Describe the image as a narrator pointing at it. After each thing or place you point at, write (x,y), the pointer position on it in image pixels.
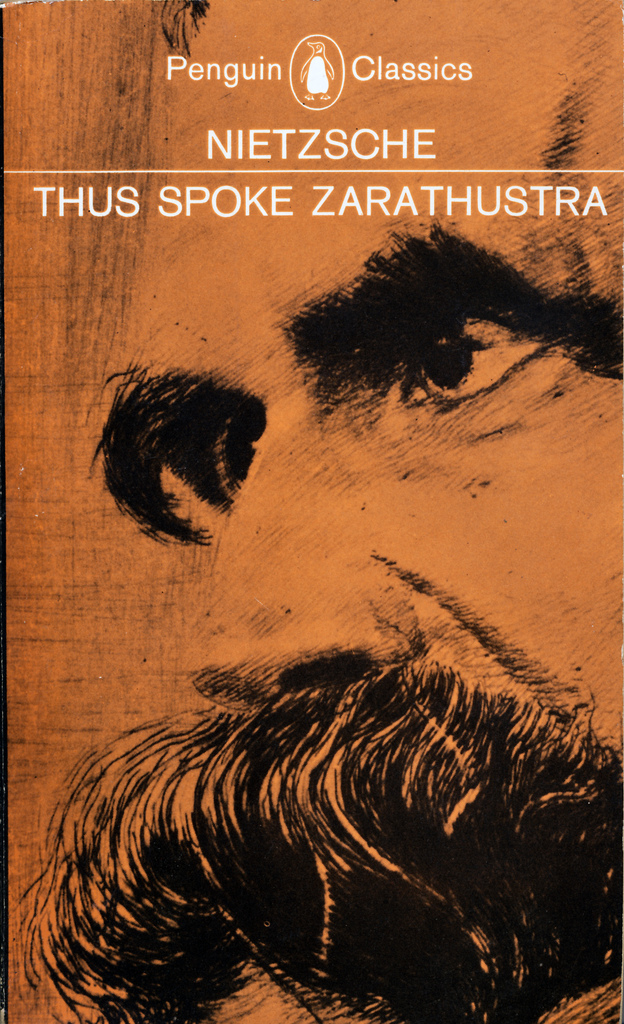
In this image, we can see a poster (343,435) with some image (382,369) and text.
